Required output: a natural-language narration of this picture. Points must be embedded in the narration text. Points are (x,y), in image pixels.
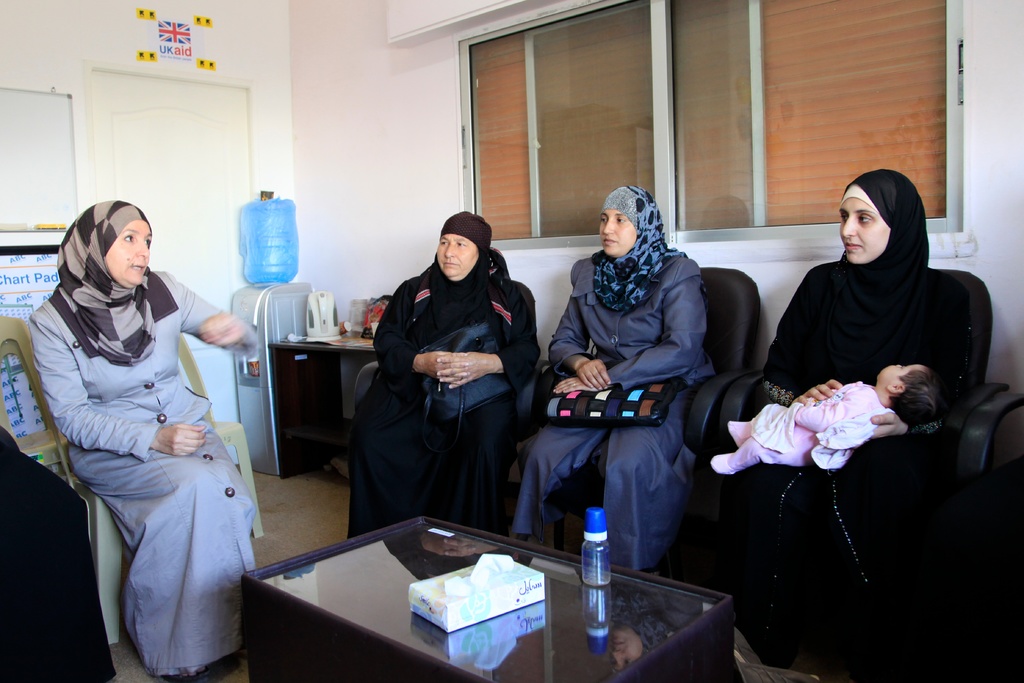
This picture is taken in a room (160,226). There are four women (132,336) sitting on chairs (707,462), one woman (104,377) towards the left (159,336) and three women (456,382) towards the right (908,421). A woman (943,437) in the right corner (925,412), she is holding a baby (918,375). In the center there is a table (703,603), on the table (567,595) there is a bottle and a box (445,623). In the background (376,162) there is fridge (286,300), bottle (279,270), table (330,341), window (466,126) and a wall (354,89).
